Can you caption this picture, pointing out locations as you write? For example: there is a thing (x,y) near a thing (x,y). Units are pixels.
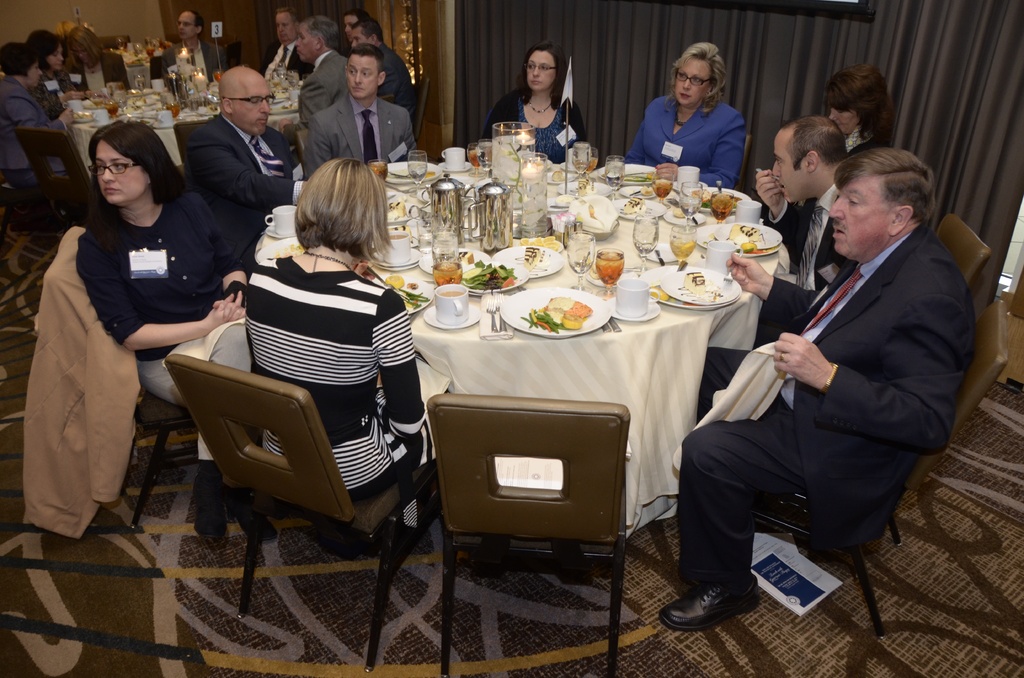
In this image there are group of people (379,464) sitting on the chair (356,518). On the table (440,346) there is a cup (443,294), saucer (429,310), spoon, plate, food (532,315), glass (580,260) and a jar (490,238).
